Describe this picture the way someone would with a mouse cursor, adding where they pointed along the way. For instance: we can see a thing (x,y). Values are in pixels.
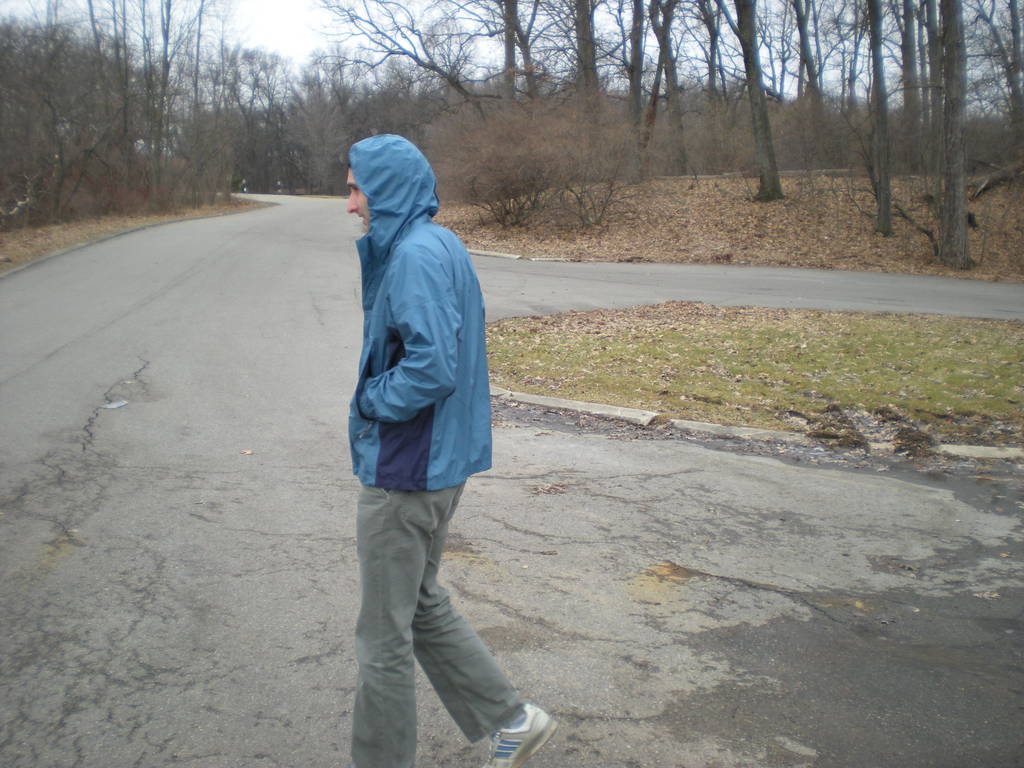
In this picture there is a person (434,385) wearing blue jacket (434,373) is standing on the road (422,671) and there are few dried trees (167,87) on either sides of him.
